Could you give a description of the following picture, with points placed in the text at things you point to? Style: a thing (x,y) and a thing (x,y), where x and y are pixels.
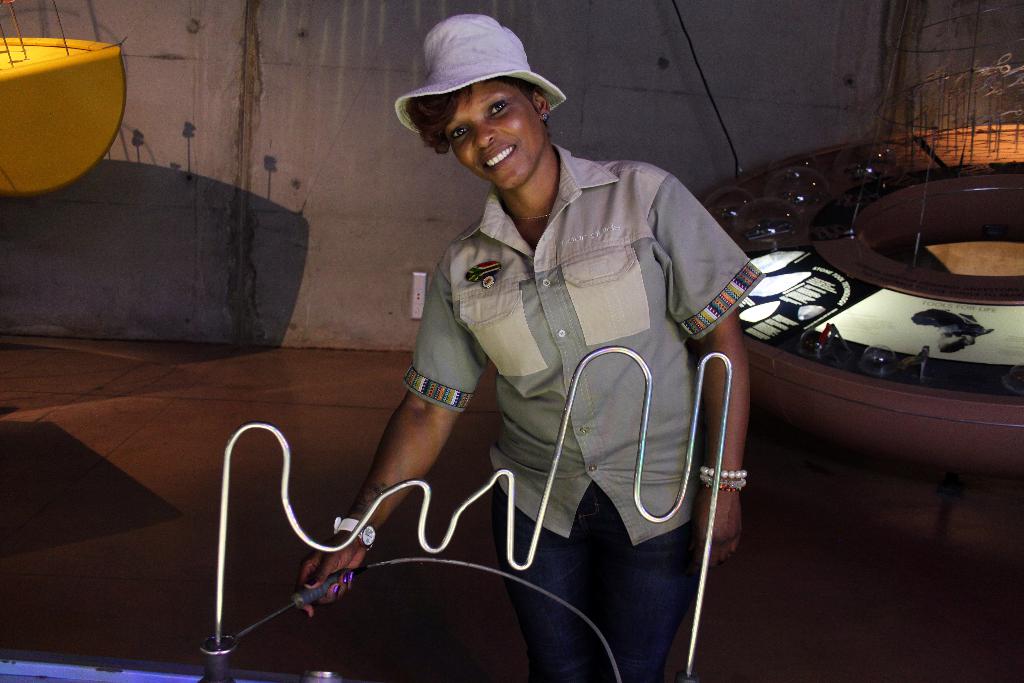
In this picture there is a lady (533,135) in the center of the image (477,281), by holding a metal stick (239,641) in her hand (344,584).
